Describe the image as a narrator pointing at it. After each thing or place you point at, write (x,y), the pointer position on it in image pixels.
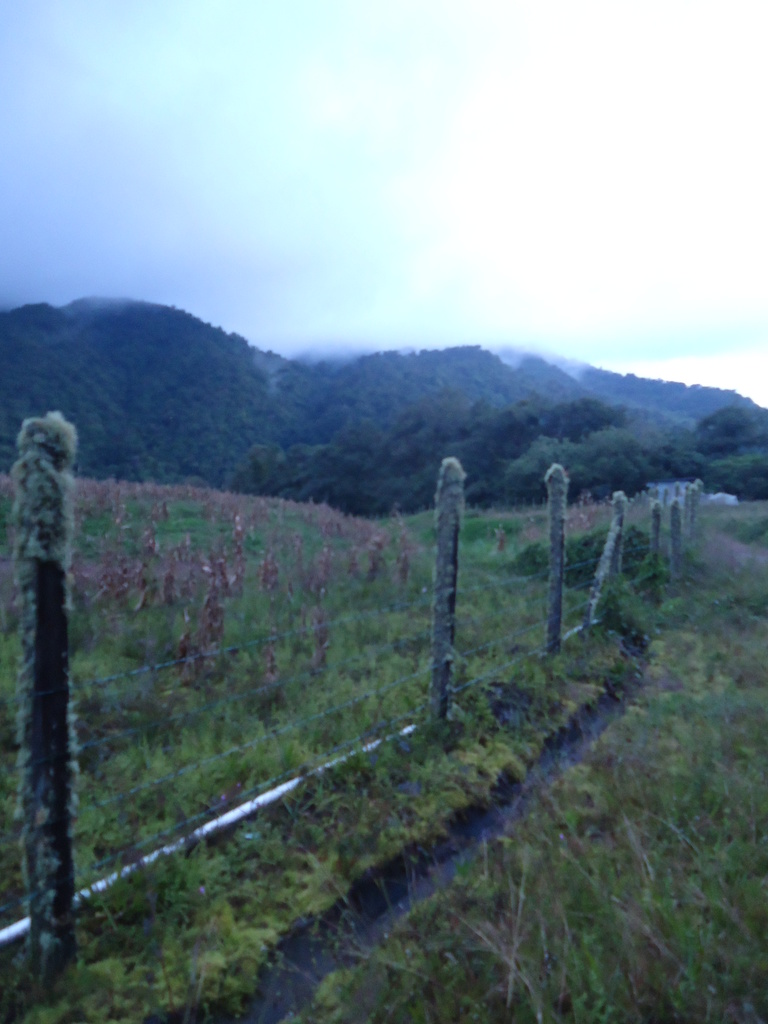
In this image we can see fencing (19,763), trees (658,473), grass (463,697), plants (318,638), hills (298,389), sky (315,204) and clouds (315,204).
